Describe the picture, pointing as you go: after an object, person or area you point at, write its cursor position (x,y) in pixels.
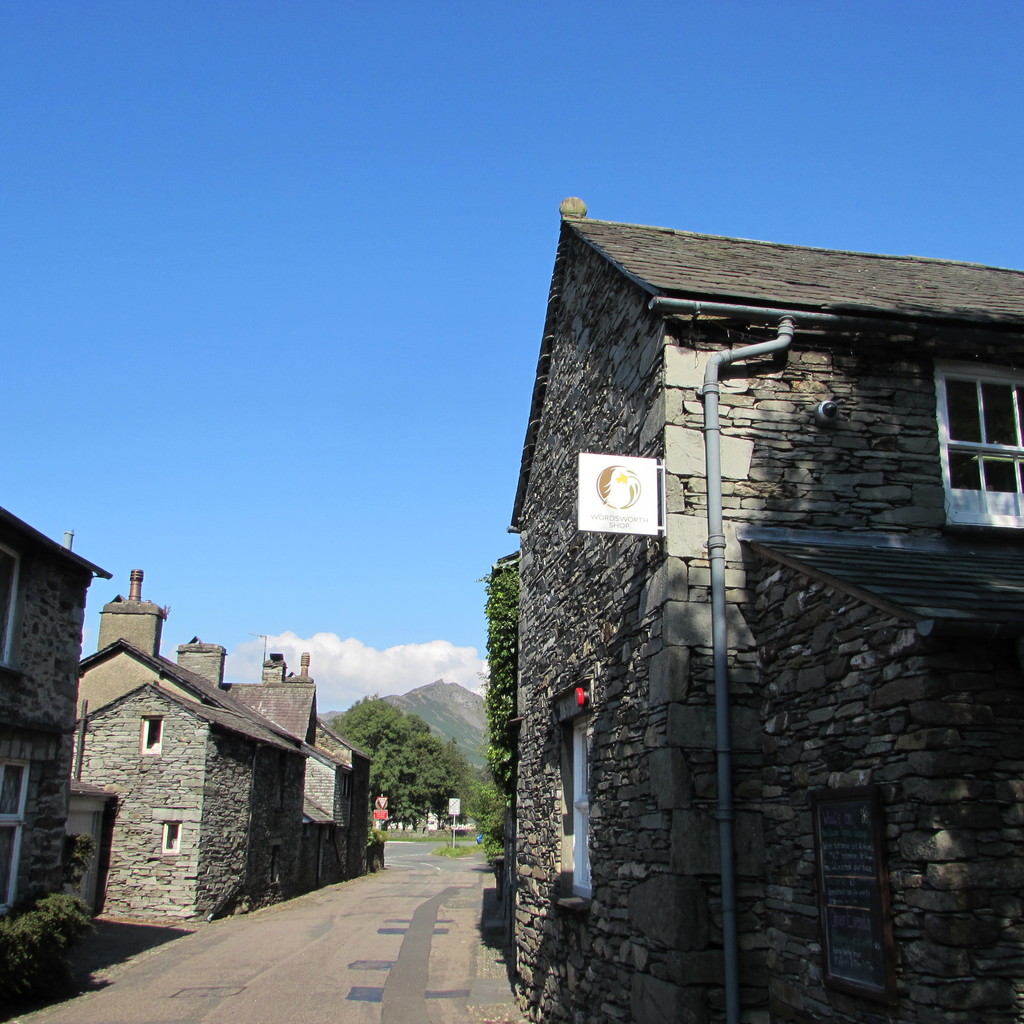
In this picture we can see few houses (308,805), trees (406,752) and pipes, in the background (353,665) we can see a hill (452,695) and clouds (367,652).
